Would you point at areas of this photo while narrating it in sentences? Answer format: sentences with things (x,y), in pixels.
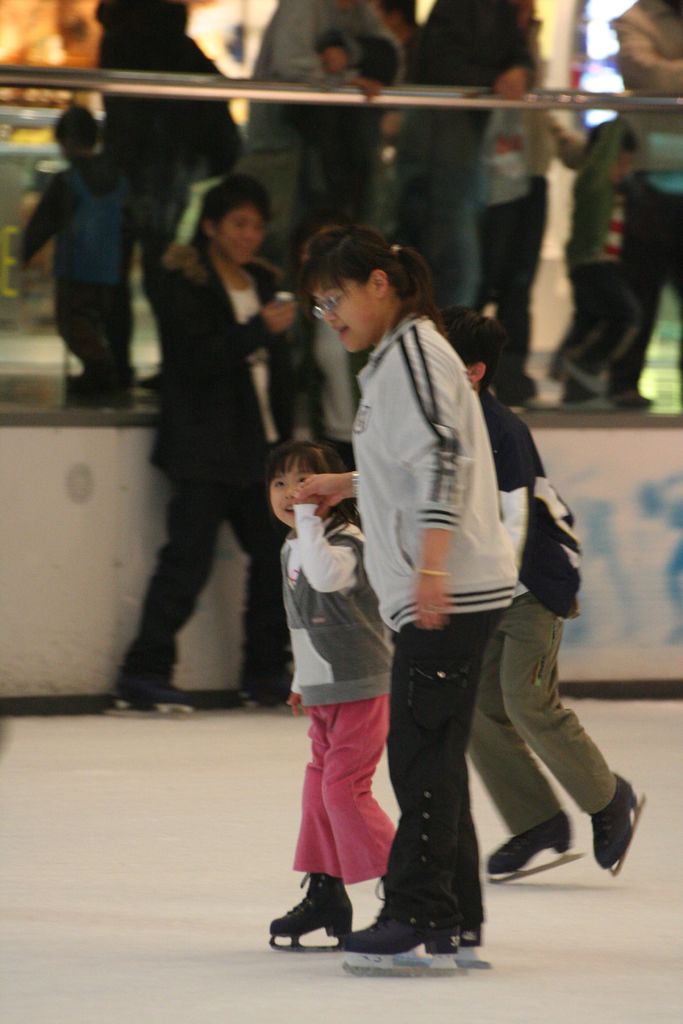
In the picture we can see a woman (457,711) and two children (492,693) are walking on the white color floor (661,993) and behind them, we can see a man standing near the wall (51,511) and on top of it we can see some people (354,173) are standing near the railing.
